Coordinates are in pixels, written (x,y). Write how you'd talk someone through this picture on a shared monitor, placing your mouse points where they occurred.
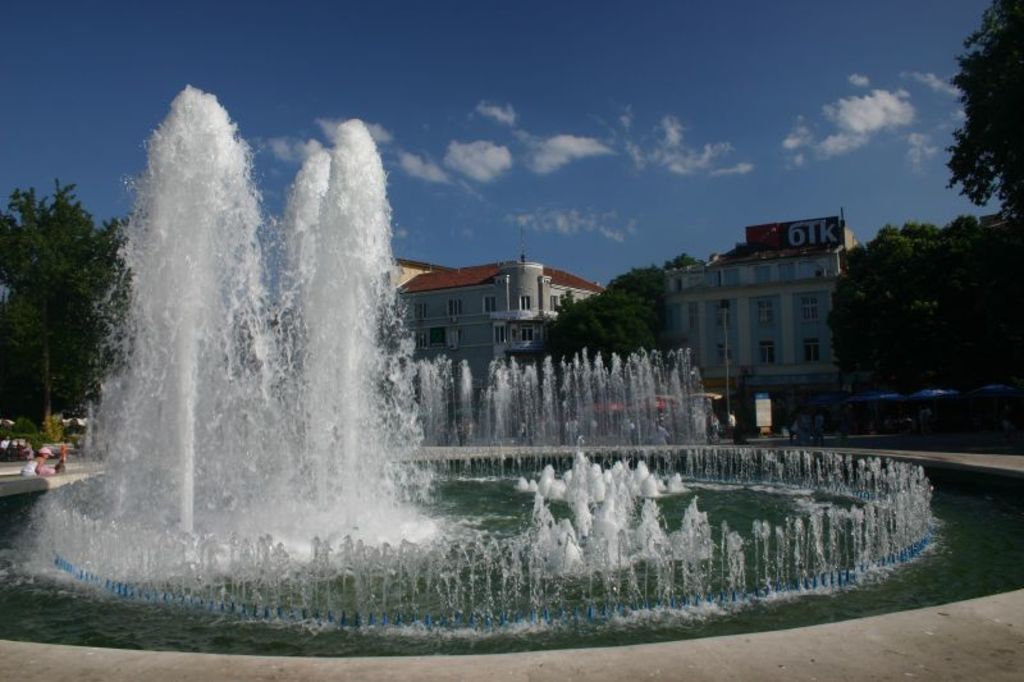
In the middle of the picture (388,372), we see the water fountains (381,555). We see a woman (44,467) is sitting beside that. Behind the fountains (220,534), we see the people (717,418) are standing on the road (724,439). There are trees (31,320), buildings (521,310) and poles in the background (766,306). On the right side (932,305), we see the trees (932,295) and tents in blue color. Beside that, we see a pole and a board (764,425) in white color with some text (762,412) written on it. At the top (415,65), we see the sky (440,72) and the clouds (646,159).
